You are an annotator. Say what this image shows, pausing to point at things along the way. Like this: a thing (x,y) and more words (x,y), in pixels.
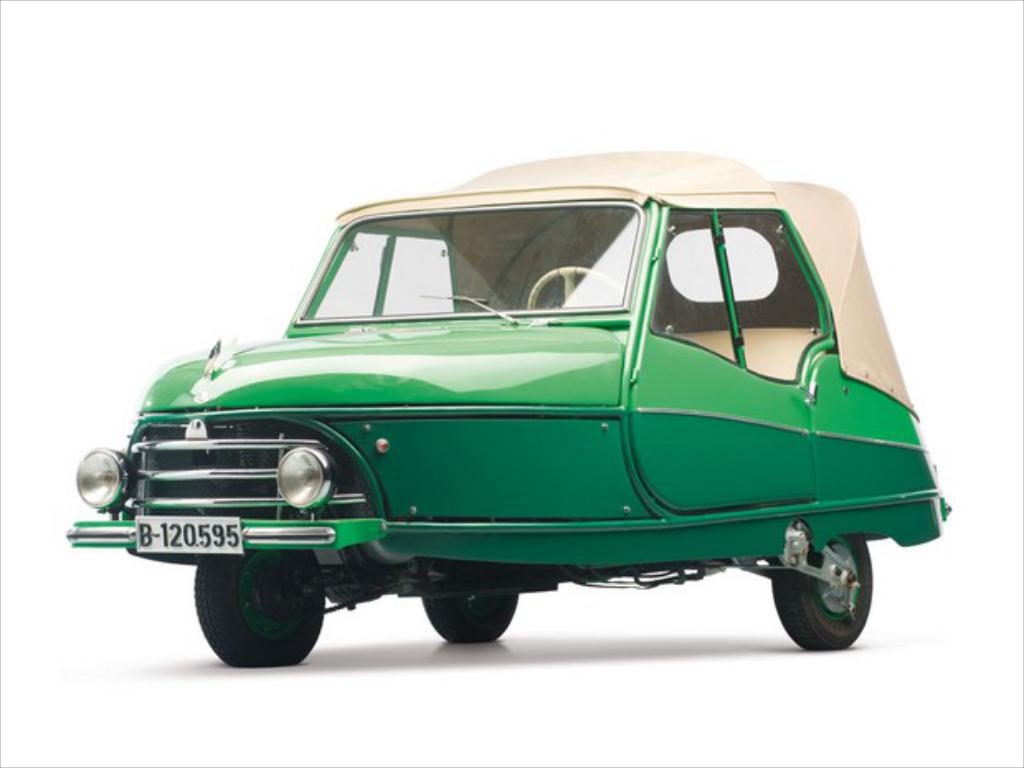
This picture seems to be clicked inside. In the center (632,326) there is a green car (421,422) parked on a white color object (701,682) seems to be the ground (997,623). The background of the image (35,63) is white in color.
